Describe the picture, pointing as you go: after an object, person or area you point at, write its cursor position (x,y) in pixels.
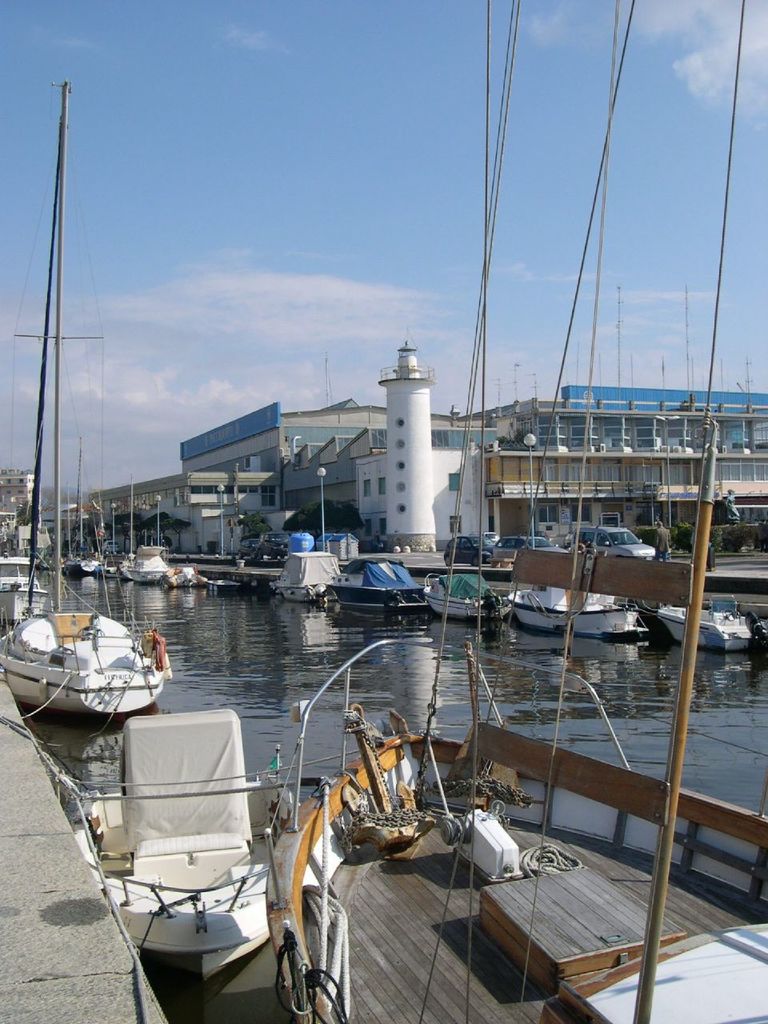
In this image in the center (389,629) there is a lake (586,675), and in the lake (172,698) there are some boats (126,663). And in the background (328,471) there are some buildings (487,499), towers (399,537), poles (748,385). At the top of the image (262,217) there is sky (28,383), and at the bottom (71,919) there is wall (55,892) and in the boats (103,616) there are some other objects (517,854).
